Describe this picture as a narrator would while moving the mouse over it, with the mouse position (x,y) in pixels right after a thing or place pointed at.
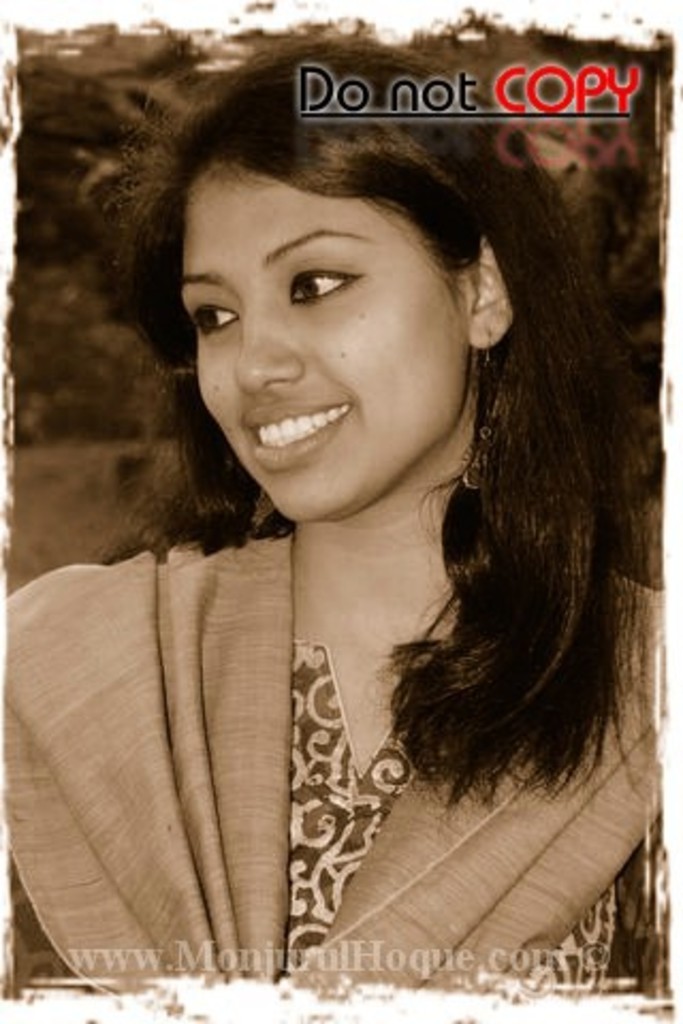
In this image we can see a lady person's picture (318,492) who is smiling.
